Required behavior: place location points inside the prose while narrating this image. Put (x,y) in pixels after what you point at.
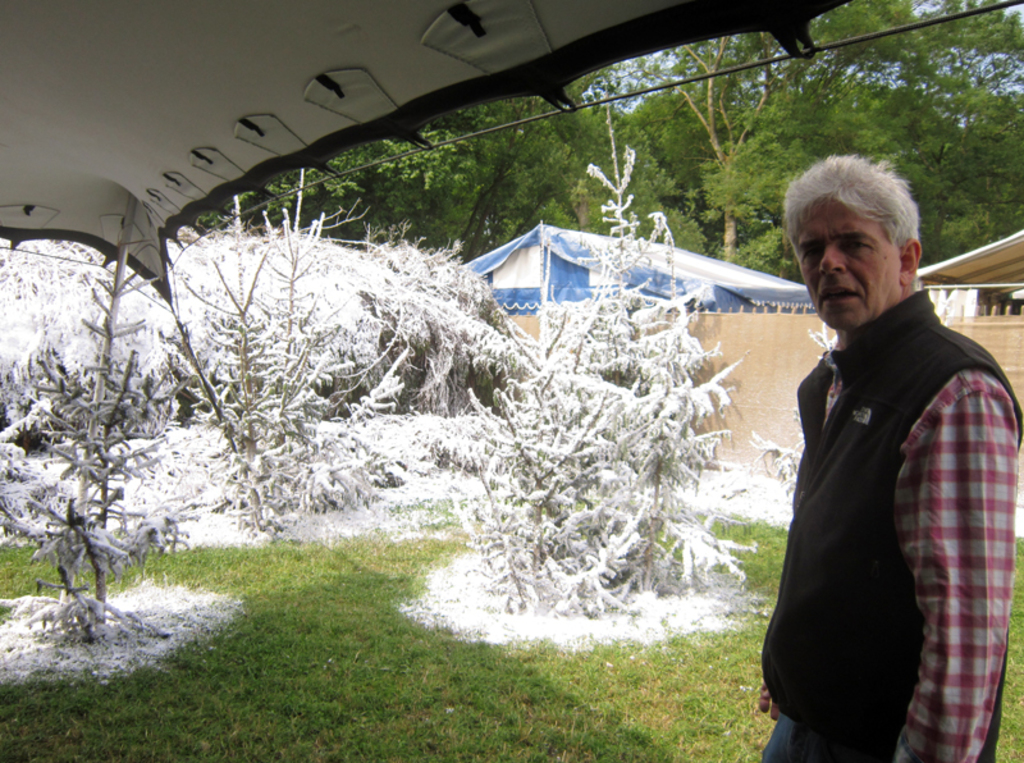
Here in this picture we can see a person (860,333) standing on the ground (761,676), which is fully covered with grass (366,617) over there, under a tent (527,82) and behind him we can see trees (341,451), that are covered with snow (265,362) over there and we can also see other tents (634,277) and trees (510,194) present all over there.
